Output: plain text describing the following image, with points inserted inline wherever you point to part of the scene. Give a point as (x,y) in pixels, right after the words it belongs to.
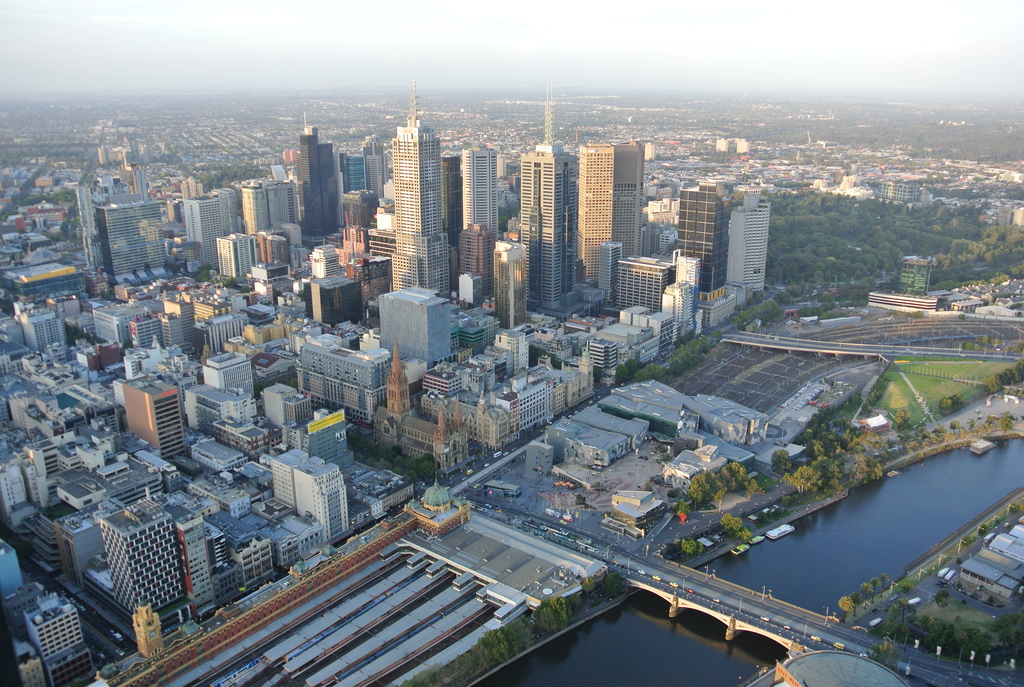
This is the picture of a city (323,388) which is taken from the top angle. The entire picture is covered with the buildings (612,431), trees (858,291), vehicles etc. At the bottom right (734,622), there is a river (703,615) with a bridge (729,625).
